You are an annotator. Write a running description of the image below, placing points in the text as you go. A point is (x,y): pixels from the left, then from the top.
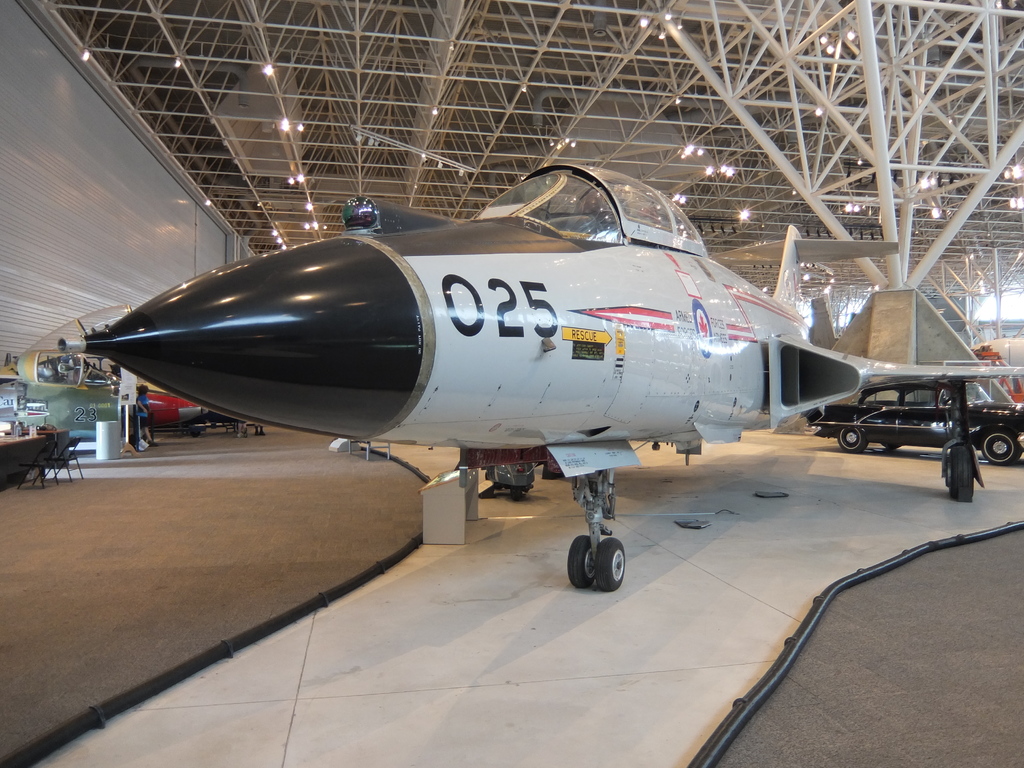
In this image we can see an airplane (496,331) and vehicle (877,397). At the bottom of the image (656,682) there is the floor (651,669). On the left side of the image (54,431) is a table (12,453), chair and some other objects (27,368). At the top of the image (581,35) there are trusses (548,111), lights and other objects (247,146).
